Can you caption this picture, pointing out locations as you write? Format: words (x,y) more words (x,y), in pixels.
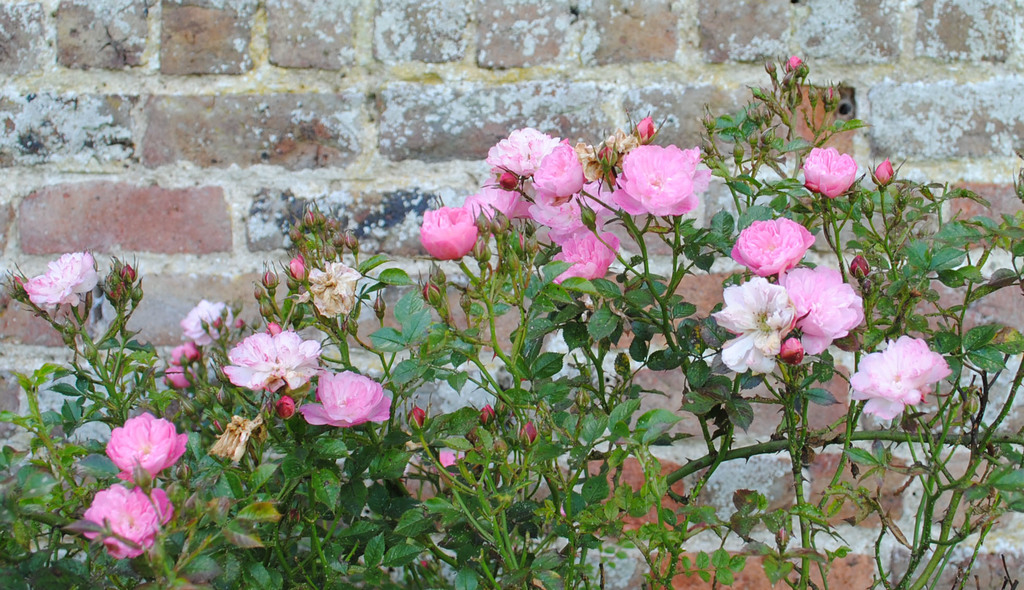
In this picture we can see pink flower plant (451,328) in the front (547,270). behind there is a brick wall (420,266).
